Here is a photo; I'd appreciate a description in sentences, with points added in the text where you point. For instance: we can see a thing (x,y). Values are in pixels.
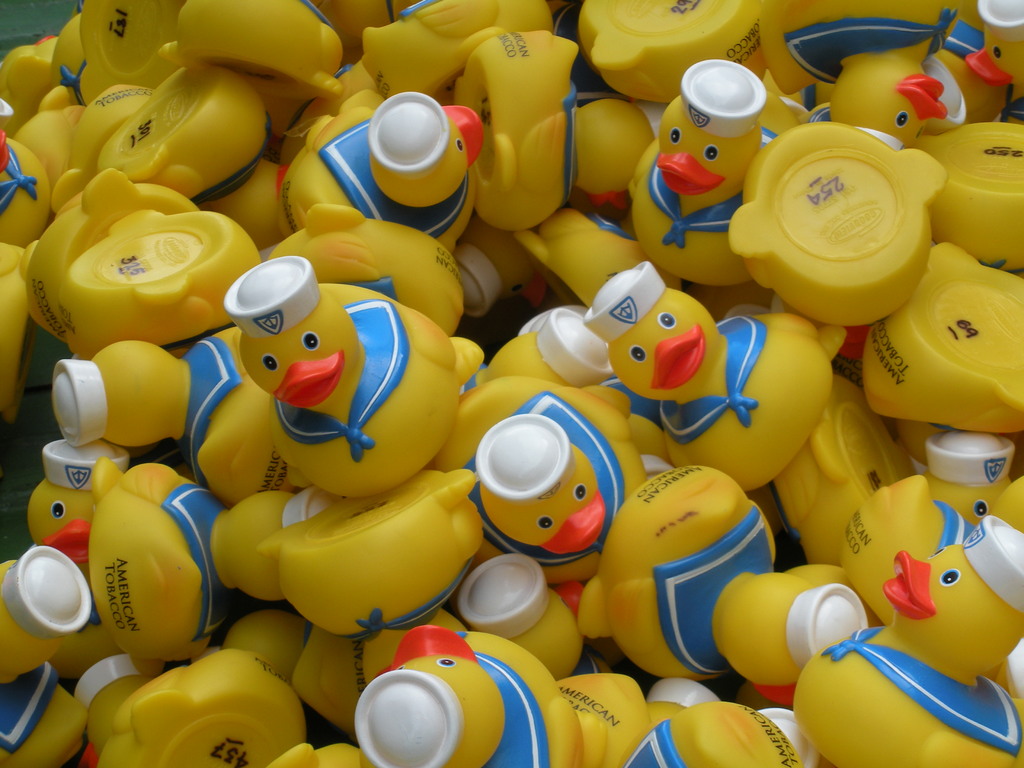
In this image there are so many toys (657,449).
